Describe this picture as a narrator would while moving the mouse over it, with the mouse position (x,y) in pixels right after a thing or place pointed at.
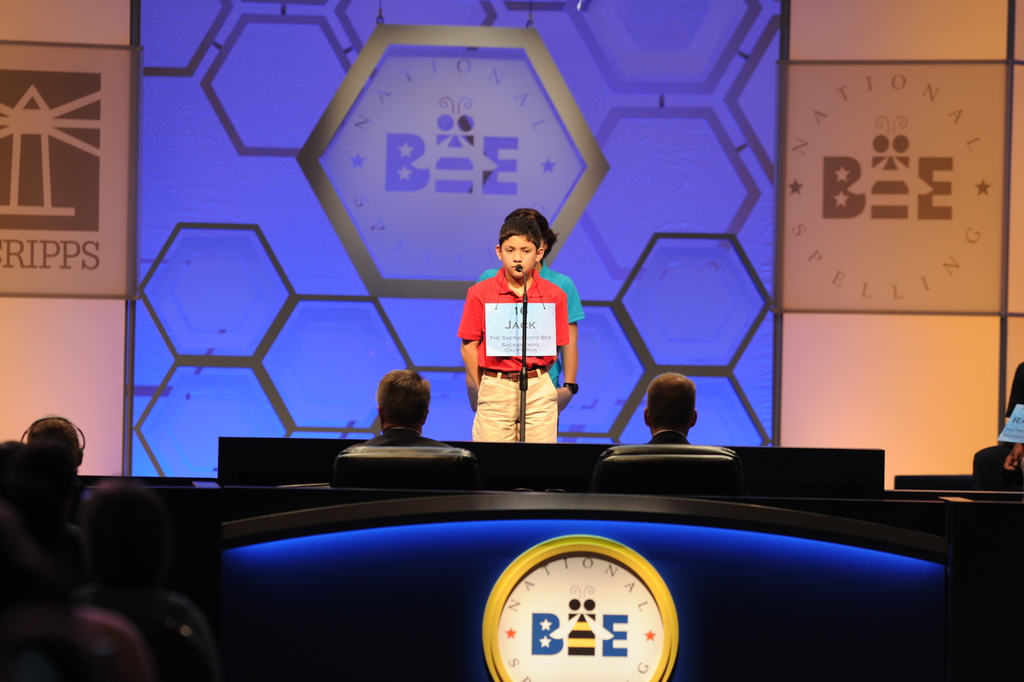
There are people (39,600) sitting on chairs (441,484) and we can see a board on the blue surface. Afar there is a boy (509,259) standing, in front of this boy (530,255) we can see microphone (524,328) with stand (525,287), behind this boy (538,293) we can see another person (557,272). In the background (125,36) we can see boards (90,241) on walls (890,38) and screen (338,127).
